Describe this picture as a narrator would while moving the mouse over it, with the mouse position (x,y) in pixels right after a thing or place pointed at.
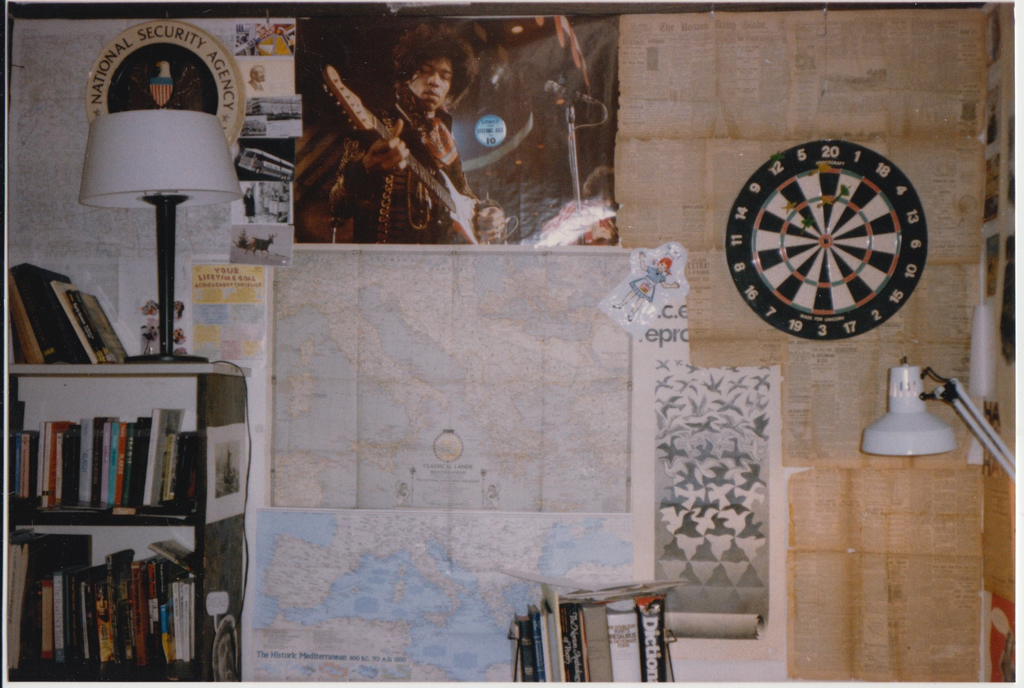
In this image, I can see the maps (354,427), posters (536,228), sticker (617,303), papers (777,346) and a dartboard (835,261) are attached to an object (251,379). On the left side of the image (231,389), I can see the books (89,477) in a rack (120,516) and there is a lamp (147,117) on a rack (150,367). At the bottom of the image (540,626), I can see few books (605,641). On the right side of the image (868,448), It looks like a study lamp (944,434).
